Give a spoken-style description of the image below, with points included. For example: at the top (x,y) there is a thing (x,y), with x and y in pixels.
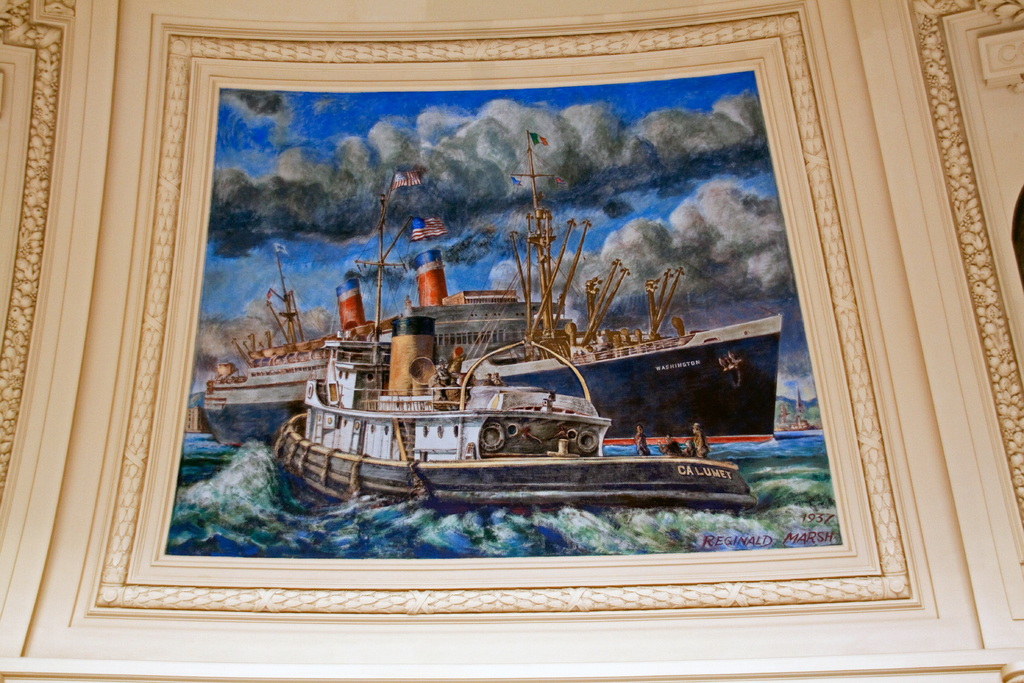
In this picture, there is a frame (653,230) to a wall (967,359). In the frame (467,560), there are three ships (372,454) on the ocean (431,544). On the top (424,184), there is a sky (587,176) with clouds (617,141).
